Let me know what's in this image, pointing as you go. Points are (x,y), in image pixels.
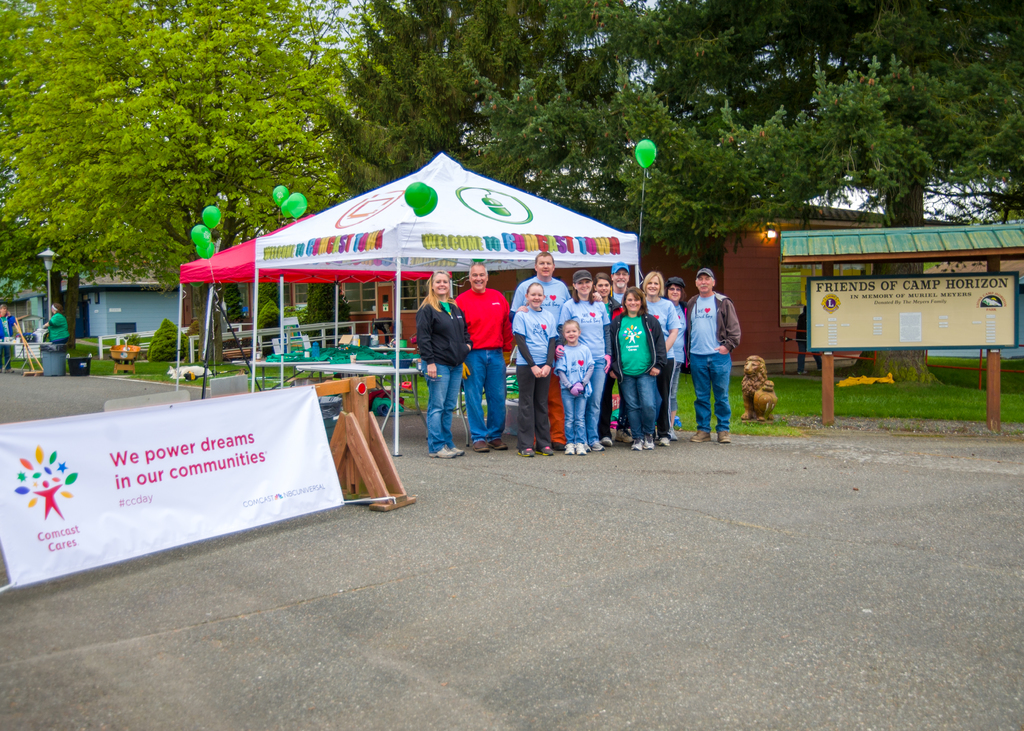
There are group of people (596,385) standing. These are the canopy tents (314,276). I can see the tables (390,365). These are the balloons (406,200), which are green in color. This looks like a board (884,339), which is attached to the poles (828,379). I can see a banner (325,449), which is tied to the wooden object (371,433). These are the trees (495,63) with branches (734,100) and leaves (763,176). I can see the sculpture (747,384) of a lion (761,389), which is placed on the grass (795,403). On the left side of the image (46,351), I can see a dustbin (60,352) and a table (12,345). There are two people (2,314) standing. This looks like a light pole (49,294). I think this is a small building (112,287). Here is the road (657,633).
